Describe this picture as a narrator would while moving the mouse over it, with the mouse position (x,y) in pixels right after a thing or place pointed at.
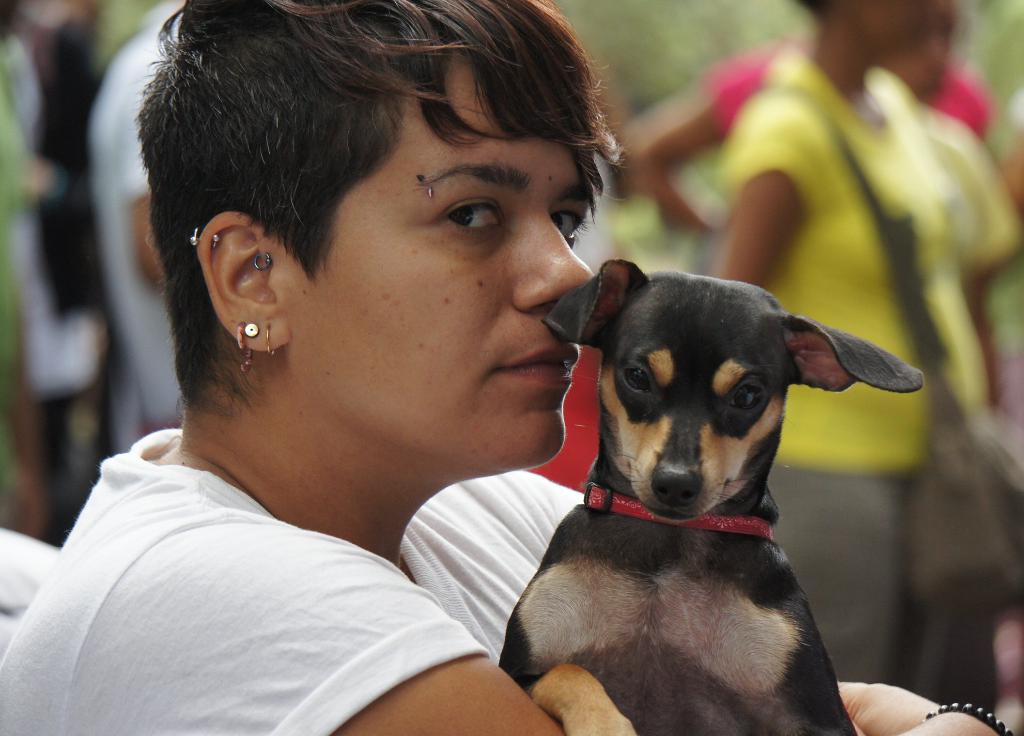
In this image, we can see few peoples (517,491). The middle, woman (443,508) is holding a dog (684,575) and she is wearing earrings (258,267). And back side, few peoples (793,181) are wear a bags (951,512).
